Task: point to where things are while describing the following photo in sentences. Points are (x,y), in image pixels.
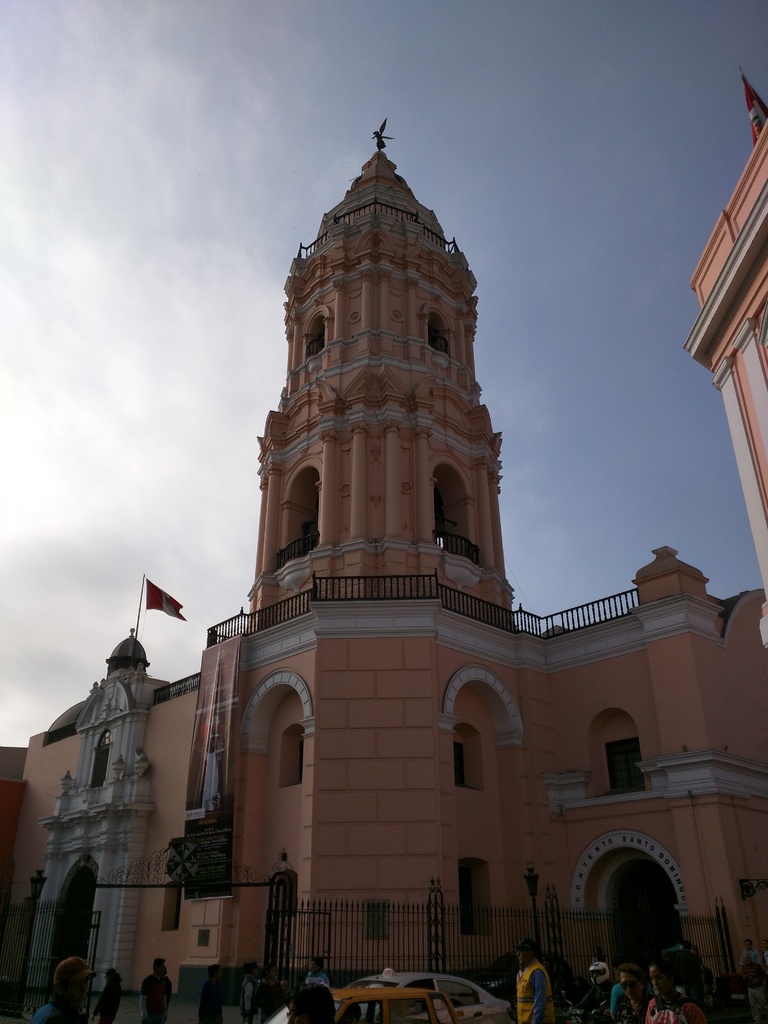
In this image few persons (144,980) are on the road (192,1005). There are few vehicles (410,989) on the road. A person (596,986) is wearing a helmet (605,979). There is a fence (39,981). Behind there is a building (758,766) having a flag (149,583) on it. Top of the image (340,183) there is sky (512,474).
